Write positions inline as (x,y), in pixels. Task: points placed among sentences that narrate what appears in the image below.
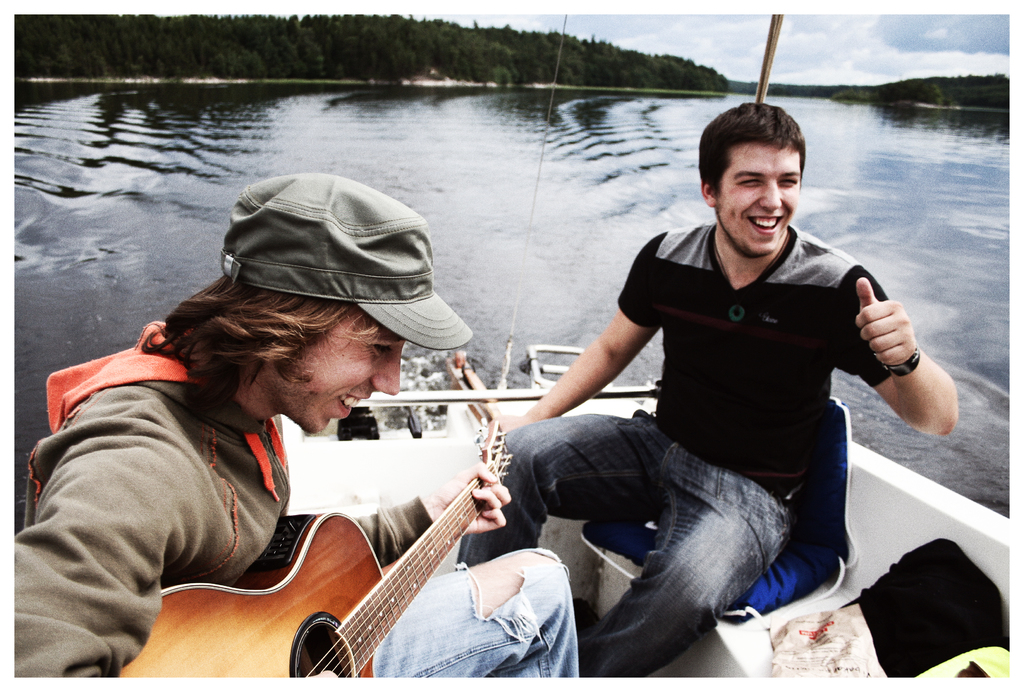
In this we can see two persons (735,325) are sitting on the boat (446,407), and playing the guitar (487,441), and here is the water (657,342), and here are the trees (537,63), and above the sky (807,41) is cloudy.
